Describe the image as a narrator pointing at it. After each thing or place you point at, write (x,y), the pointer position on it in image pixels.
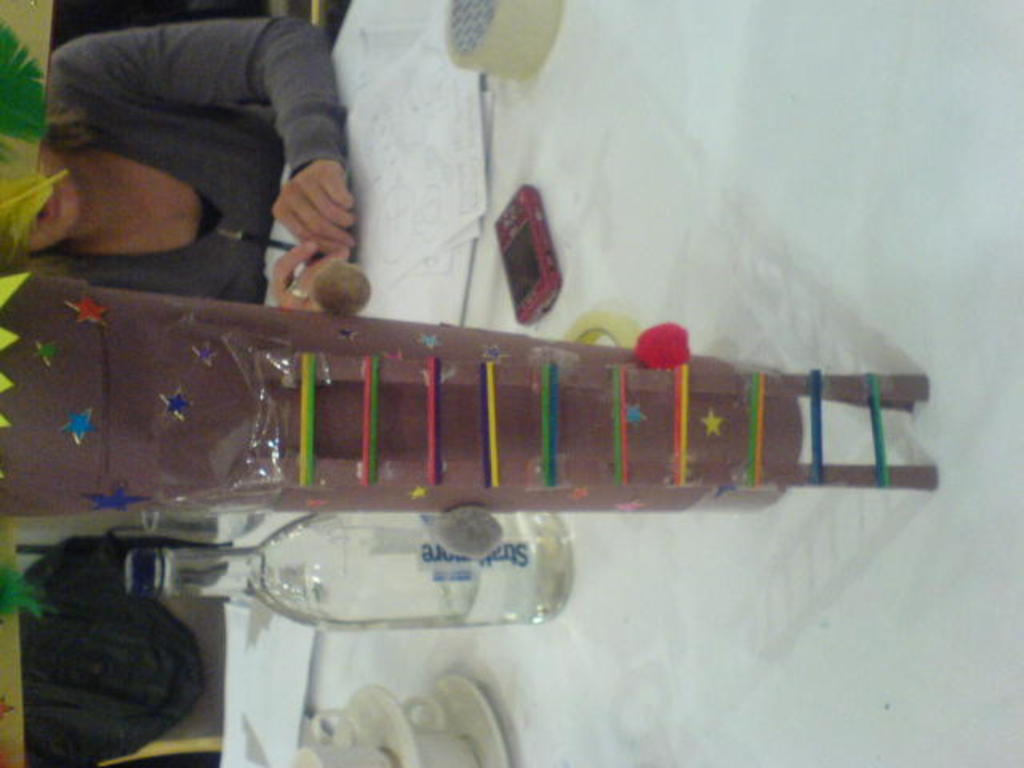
On the right side of the image (843,475) there is a table (786,603), on the table (847,444) there are some bottles (323,571) and mobile phone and papers (367,196) and there are some products (314,725). Behind the table (994,89) a person (246,145) is sitting.
